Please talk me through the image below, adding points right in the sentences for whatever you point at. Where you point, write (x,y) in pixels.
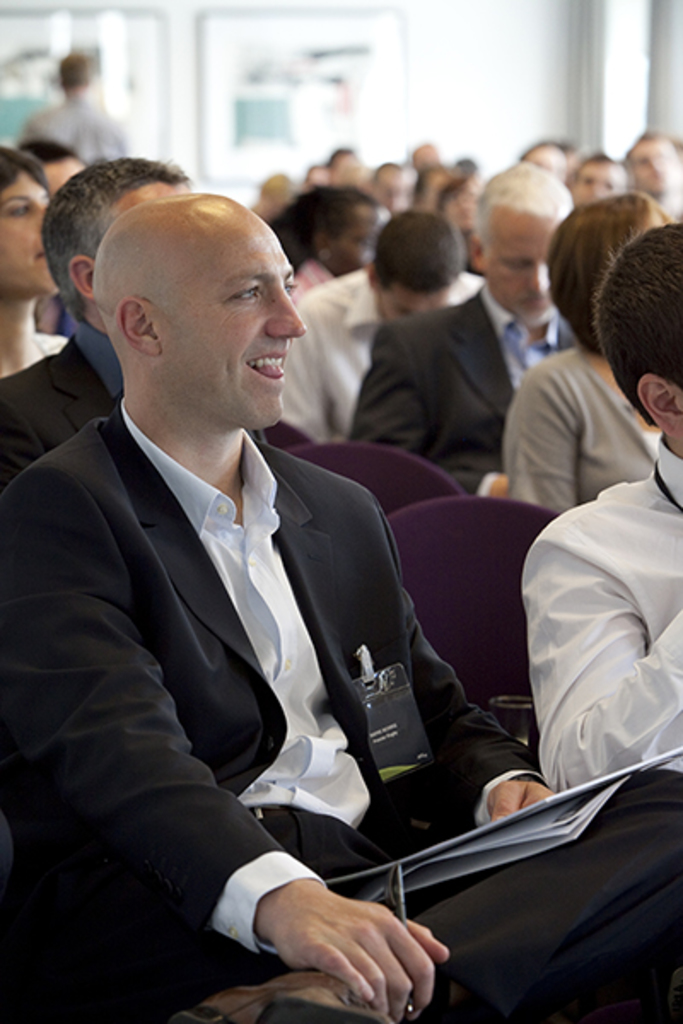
In the picture, there is a crowd (475,329) sitting on the chairs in a room (572,124) it looks like some conference, most of the men (423,420) are wearing blazers (429,419) and all of them are paying attention towards something and in the background (457,50) there is a white wall (468,52).
